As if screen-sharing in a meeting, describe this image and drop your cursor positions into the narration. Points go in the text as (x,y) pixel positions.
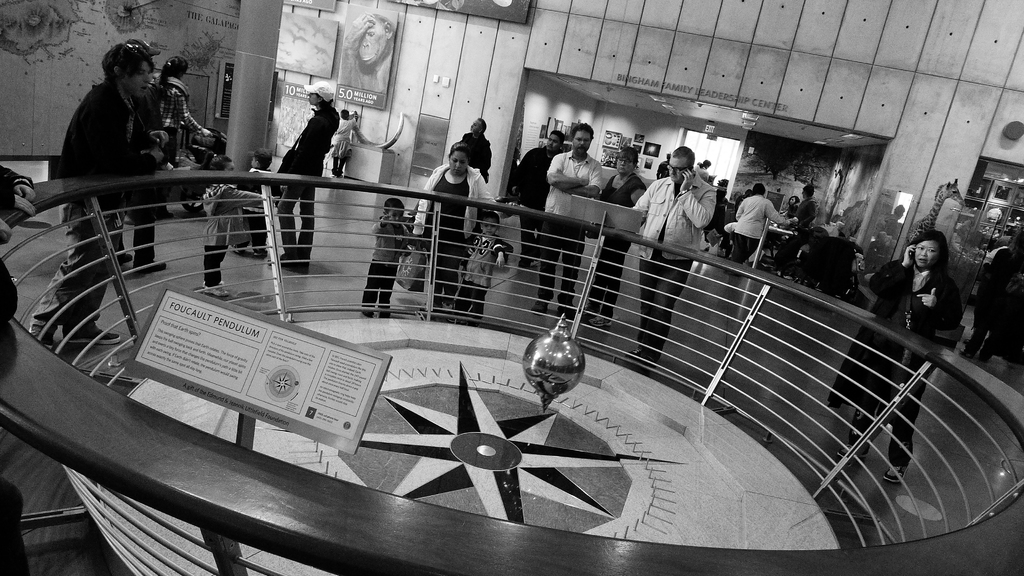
This image consists of many people (63,220). At the bottom (62,556), there is a floor (104,370). In the front (108,402), we can see a railing (106,421) in circular shape. In the background (546,25), there is a wall (419,46). On which we can see frames (321,34).
